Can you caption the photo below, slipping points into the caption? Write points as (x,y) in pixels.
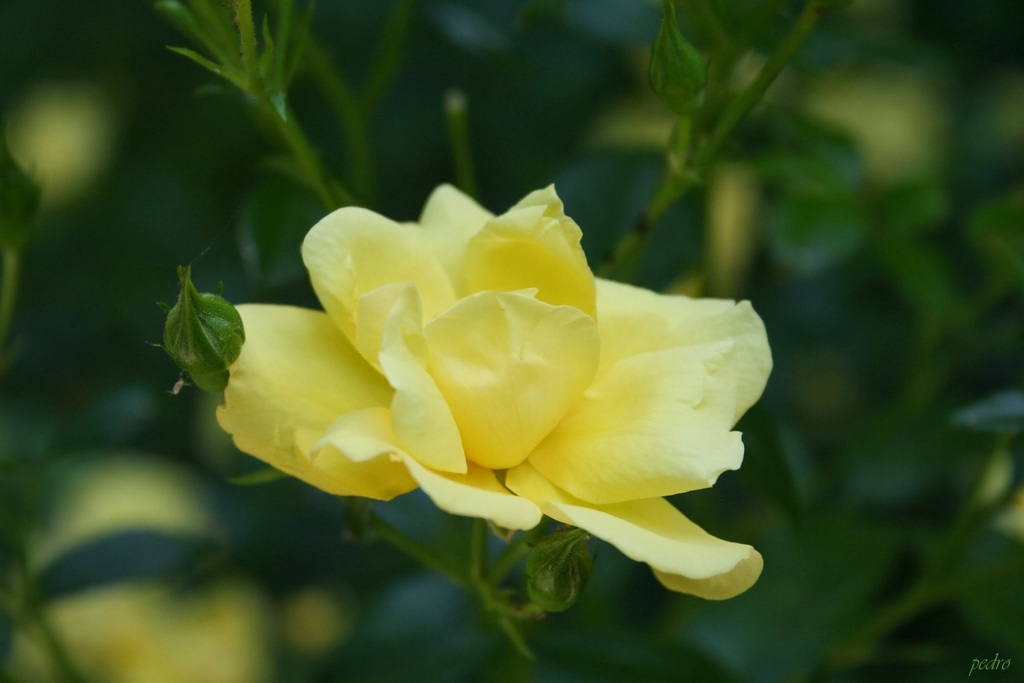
There is a plant (422,305) with a yellow color flower (425,488). In the background (122,301) the image is blur but we can see flowers (72,614) and leaves (774,249).
